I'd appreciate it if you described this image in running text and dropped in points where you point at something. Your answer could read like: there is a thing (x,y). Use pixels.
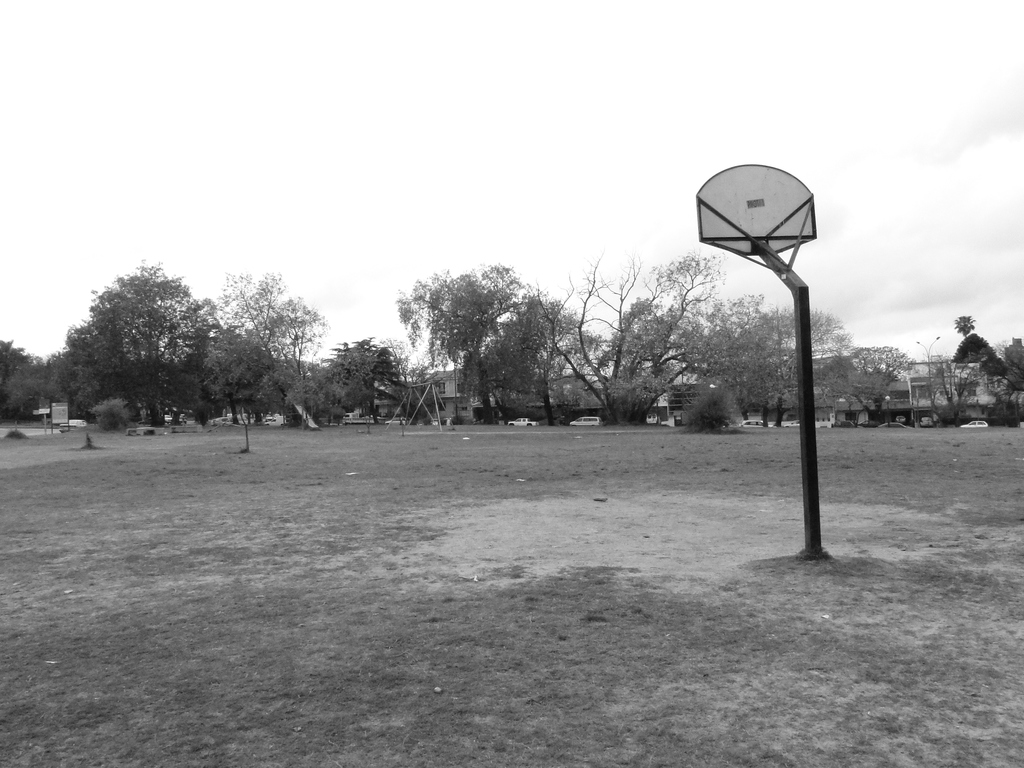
This is a black and white image. On the right side of the image (710,238) we can see pole (812,506) on the right side (790,285). In the background (763,343) we can see trees (486,416), grass (496,430), cars (761,425), buildings (460,385) and sky (411,89).
